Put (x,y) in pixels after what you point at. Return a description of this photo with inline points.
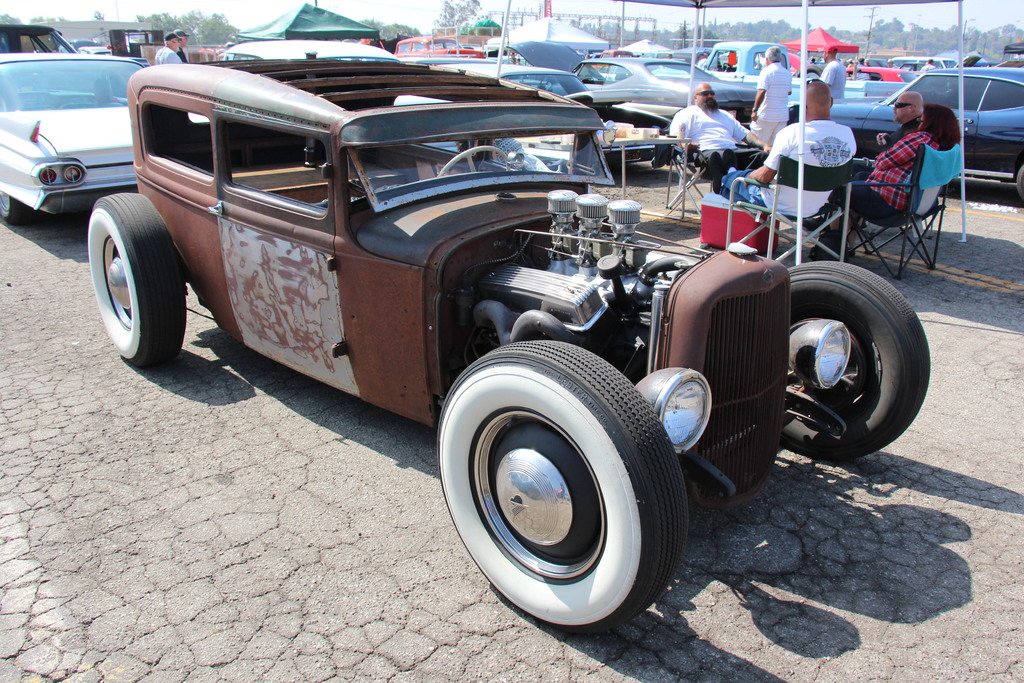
In this image we can see some vehicles (404,217) parked on the ground (420,555). On the right (943,130) we can see some persons (828,133) sitting on the chairs (928,215) under the tents (802,144). In the background (822,41) we can see some tents (295,22) and also trees (733,36).
